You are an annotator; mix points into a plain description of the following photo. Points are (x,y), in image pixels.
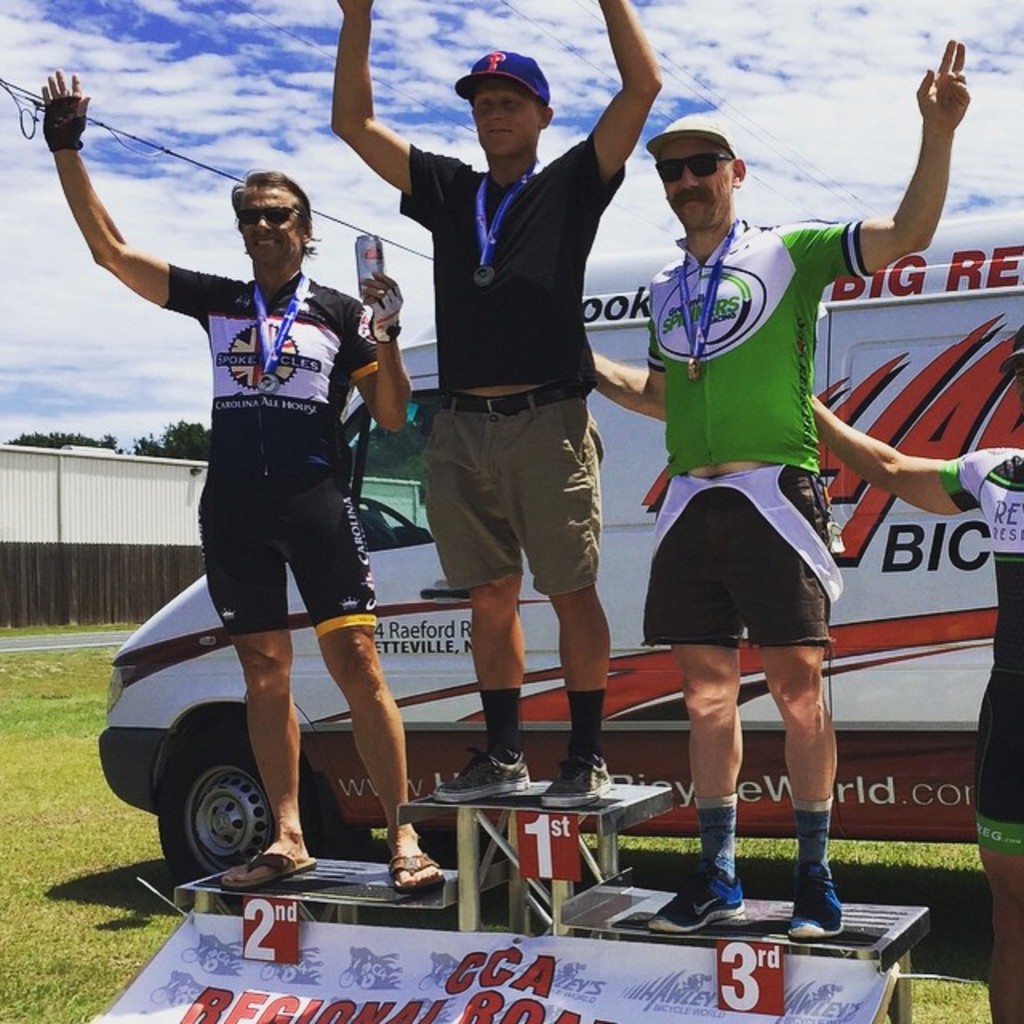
There are three men (254,361) standing and smiling. They wear medals (692,368), T-shirts (723,371) and shoes (728,899). This looks like a banner (525,973). These are the cards (761,979) with numbers (748,989). On the right side of the image (1004,478), I can see another person (1004,515) standing. This looks like a wall (137,501). I think these are the trees (176,441). These are the clouds (235,103) in the sky (284,131). Here is the grass (68,850).
